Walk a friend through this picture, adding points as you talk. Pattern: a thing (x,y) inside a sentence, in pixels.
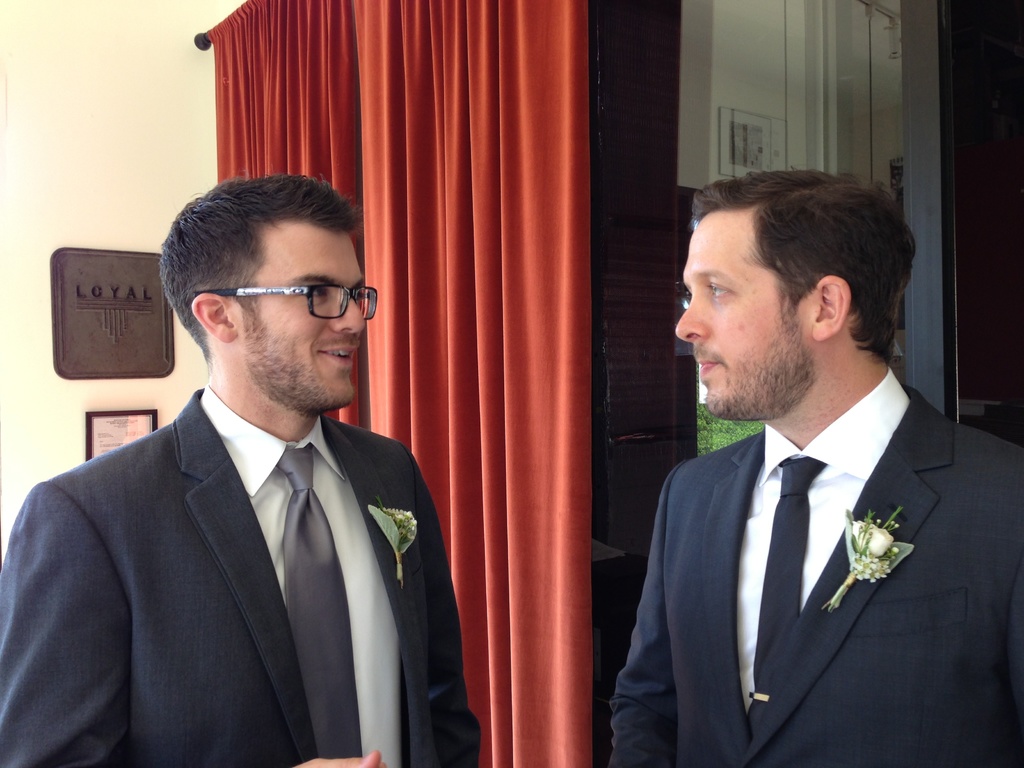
In this image we can see two persons (820,526) wearing coats (808,616) and tie (762,618). One person (361,605) is wearing spectacles (325,300). In the background (714,430), we can see photo frames (108,422) on the wall (103,392), curtains (415,279), window (913,148) and some plants (736,430).
